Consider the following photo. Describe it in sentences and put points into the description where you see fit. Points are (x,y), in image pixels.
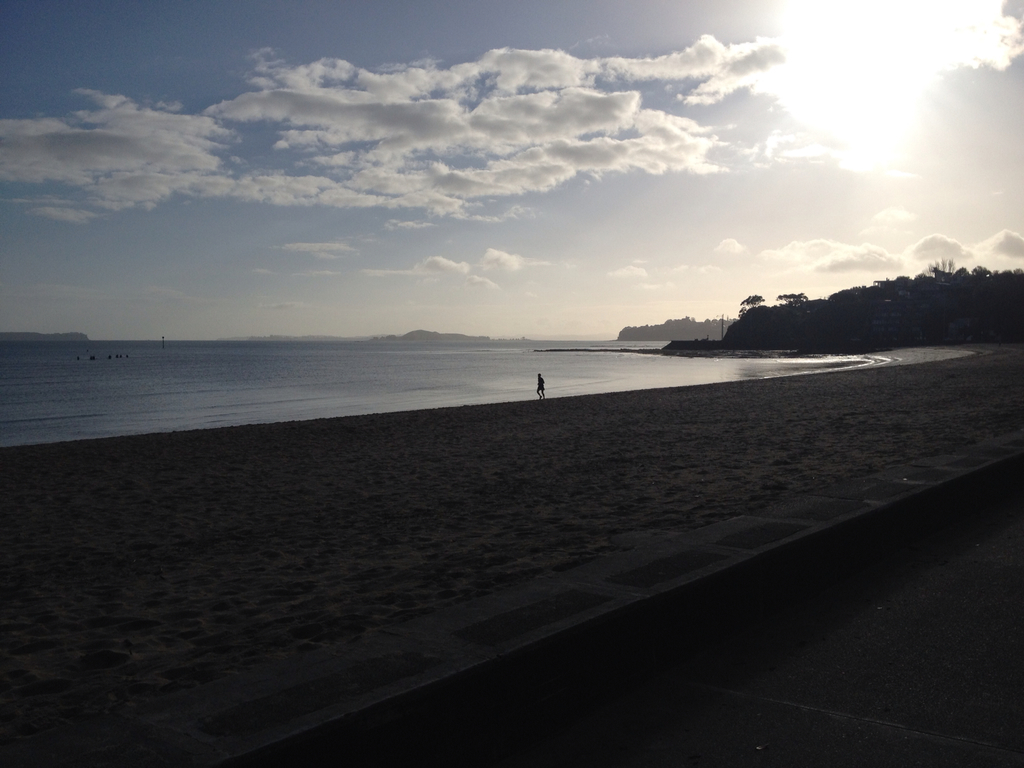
In this picture I can see there is a person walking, there is sand (721,475) and there is a walkway (919,634) here at right side (954,643). There are a few plants (762,324) and trees (944,286) into right and the sky (506,139) is cloudy and sunny.
